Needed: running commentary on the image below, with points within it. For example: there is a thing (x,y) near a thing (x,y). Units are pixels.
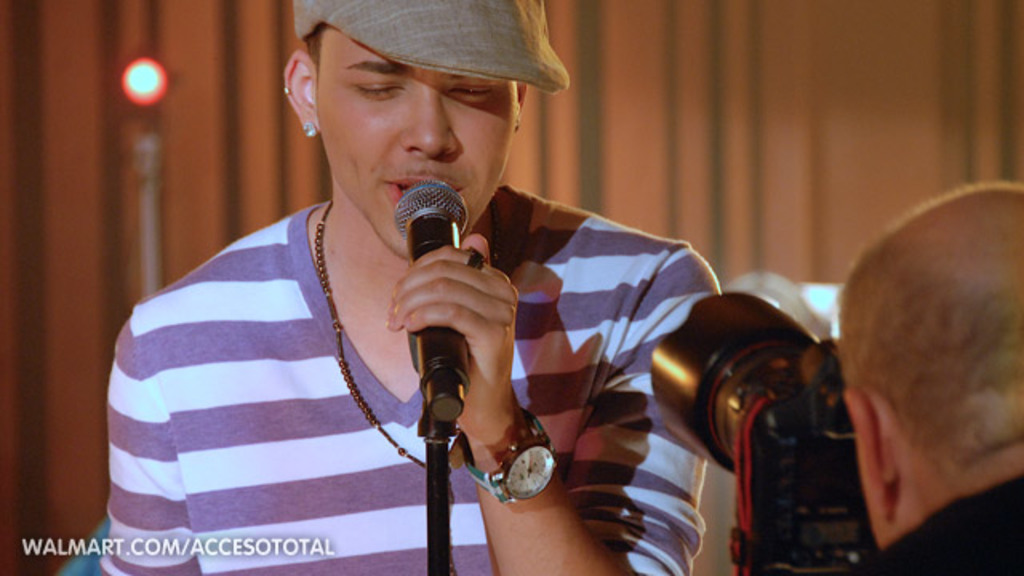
In this image there is a person (452,148) wearing a cream color hat (436,33) holding a microphone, and singing a song, and in foreground (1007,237) there is a camera (815,460) and another person (972,237).
